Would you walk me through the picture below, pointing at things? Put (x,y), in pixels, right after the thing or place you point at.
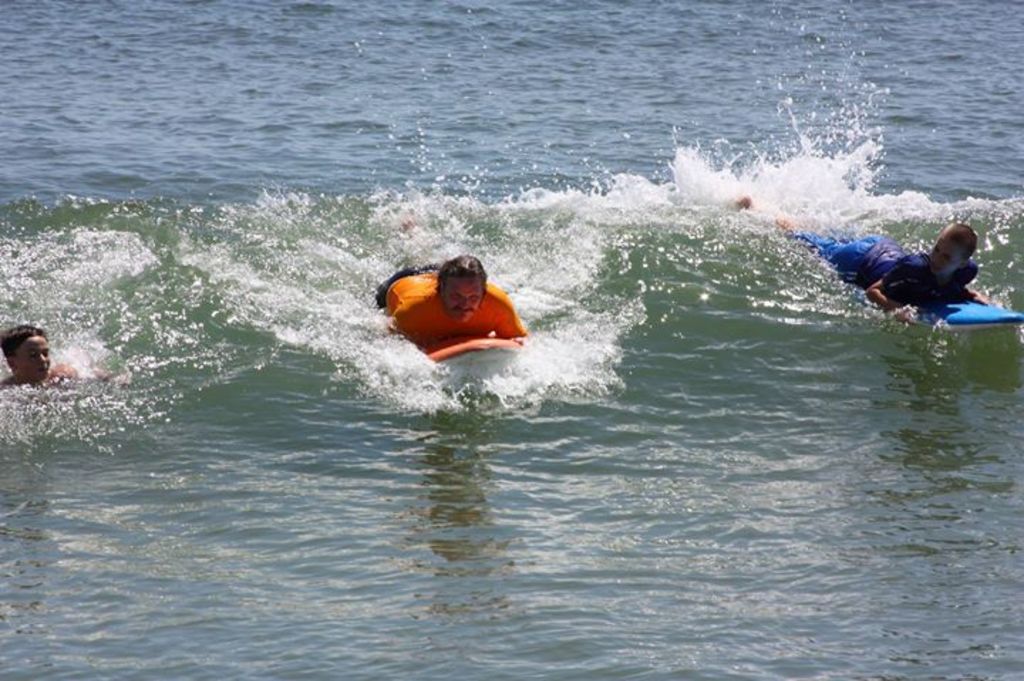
In this image, we can see people (456,258) holding boards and at the bottom (575,489), there is water (545,506).
